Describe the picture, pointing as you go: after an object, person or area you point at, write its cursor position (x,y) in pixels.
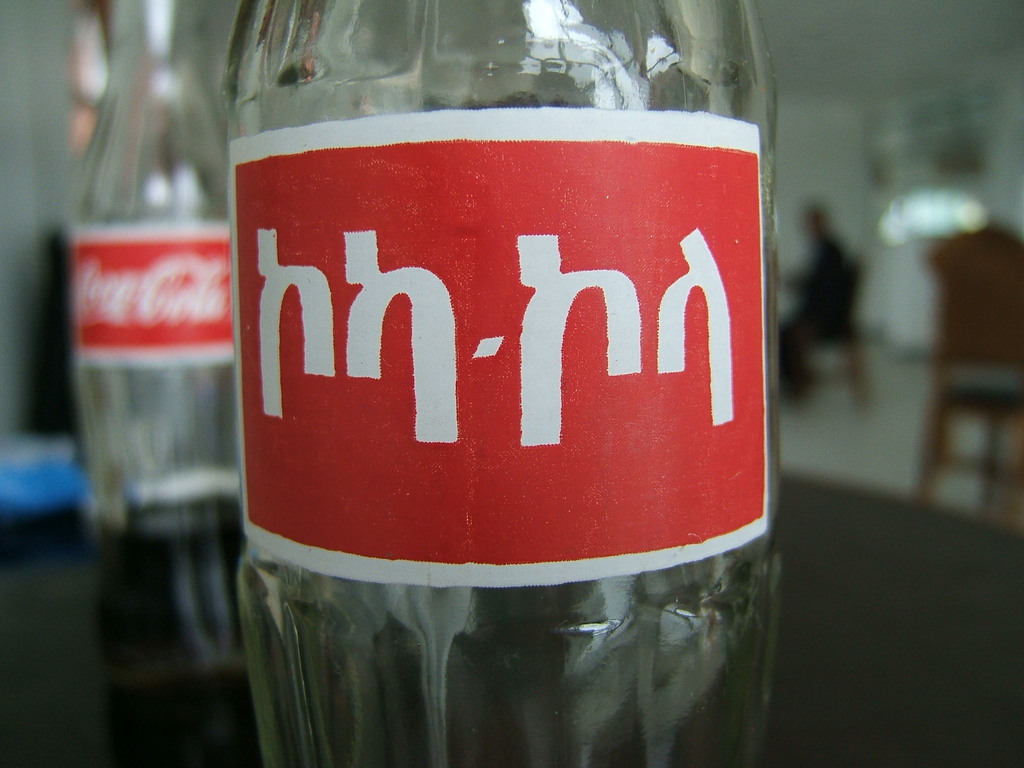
In this image I can see a glass bottle (485,360). On the bottle (523,388) there is a red color label (434,429) attached to the bottle (419,449) and something written on it. At the background (832,314) we can see a person (840,305) sitting on the chair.
